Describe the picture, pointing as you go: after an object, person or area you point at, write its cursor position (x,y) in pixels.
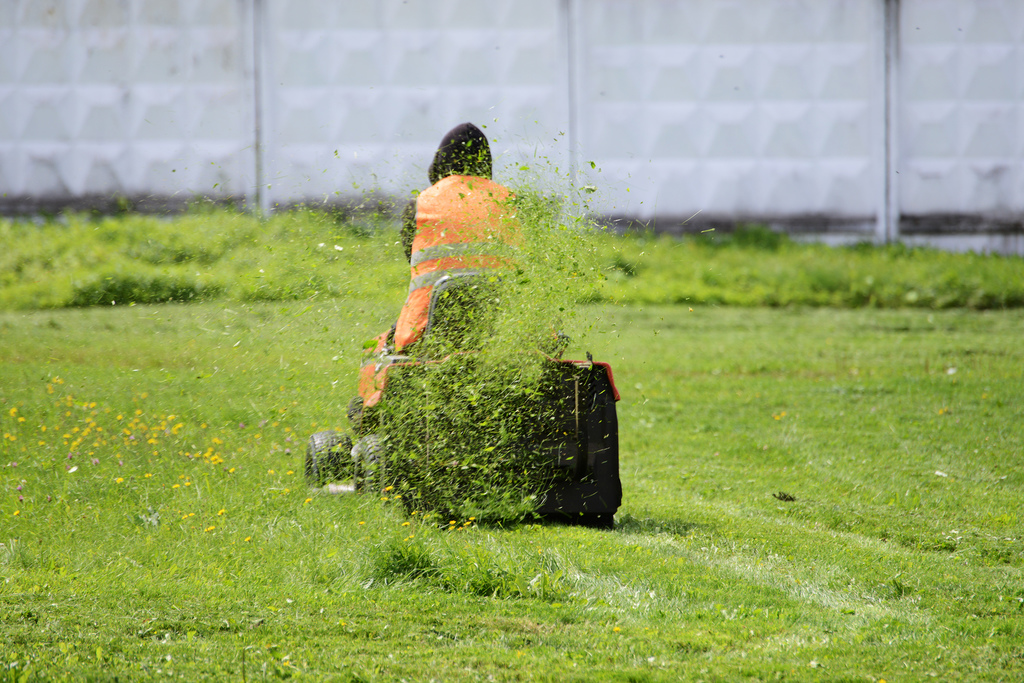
In this image there is a person (412,328) cutting the grass (522,413) with a lawn mower (598,419), behind the person (420,257) there is a wall (352,83).
